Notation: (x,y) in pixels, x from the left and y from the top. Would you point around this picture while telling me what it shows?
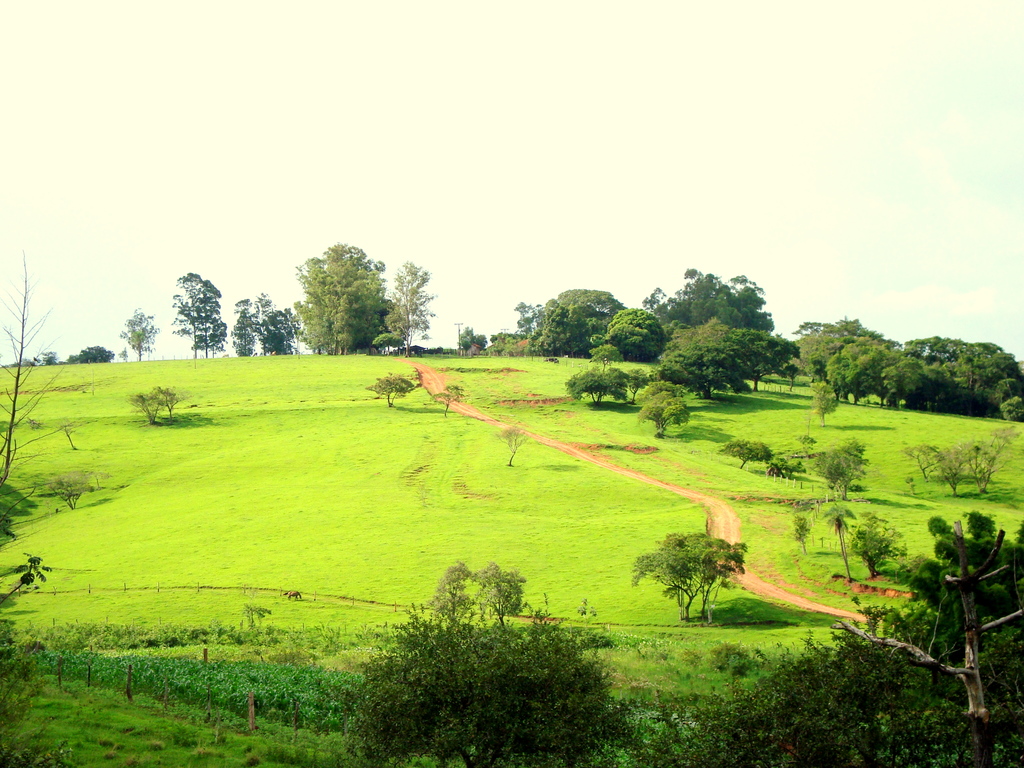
In this image I can see few green trees (799,725), poles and the green grass (314,548). The sky (331,201) is in white color.
